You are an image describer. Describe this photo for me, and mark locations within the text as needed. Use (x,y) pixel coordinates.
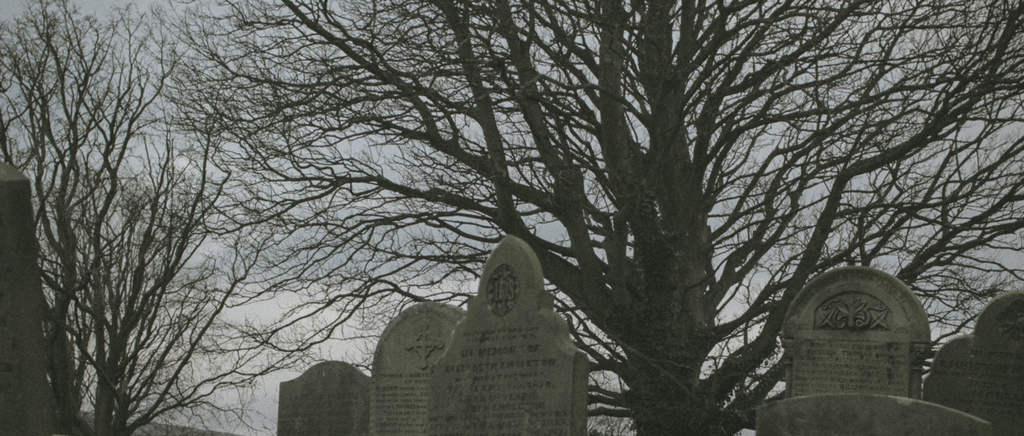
This picture is clicked outside. In the foreground (410,392) we can see the text (474,387) and the stone carvings (833,313) on the head stones (517,360) and we can see the trees (564,204). In the background (738,162) we can see the sky (227,422) and some other objects (33,310).
